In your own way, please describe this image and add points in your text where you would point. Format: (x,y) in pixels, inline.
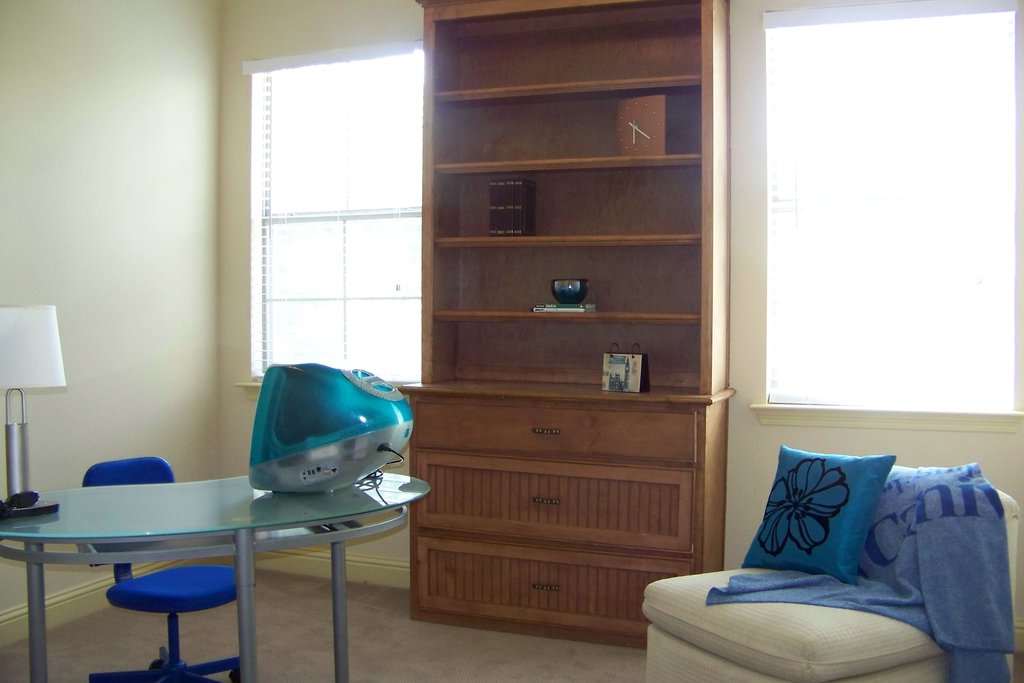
On the table (348,492) there is television (306,413), lamp (28,352) and near chair (178,602) is there, here there is sofa (842,627), cloth (961,584) and shelf (612,218). here there are windows (901,279), this is wall (167,185).
